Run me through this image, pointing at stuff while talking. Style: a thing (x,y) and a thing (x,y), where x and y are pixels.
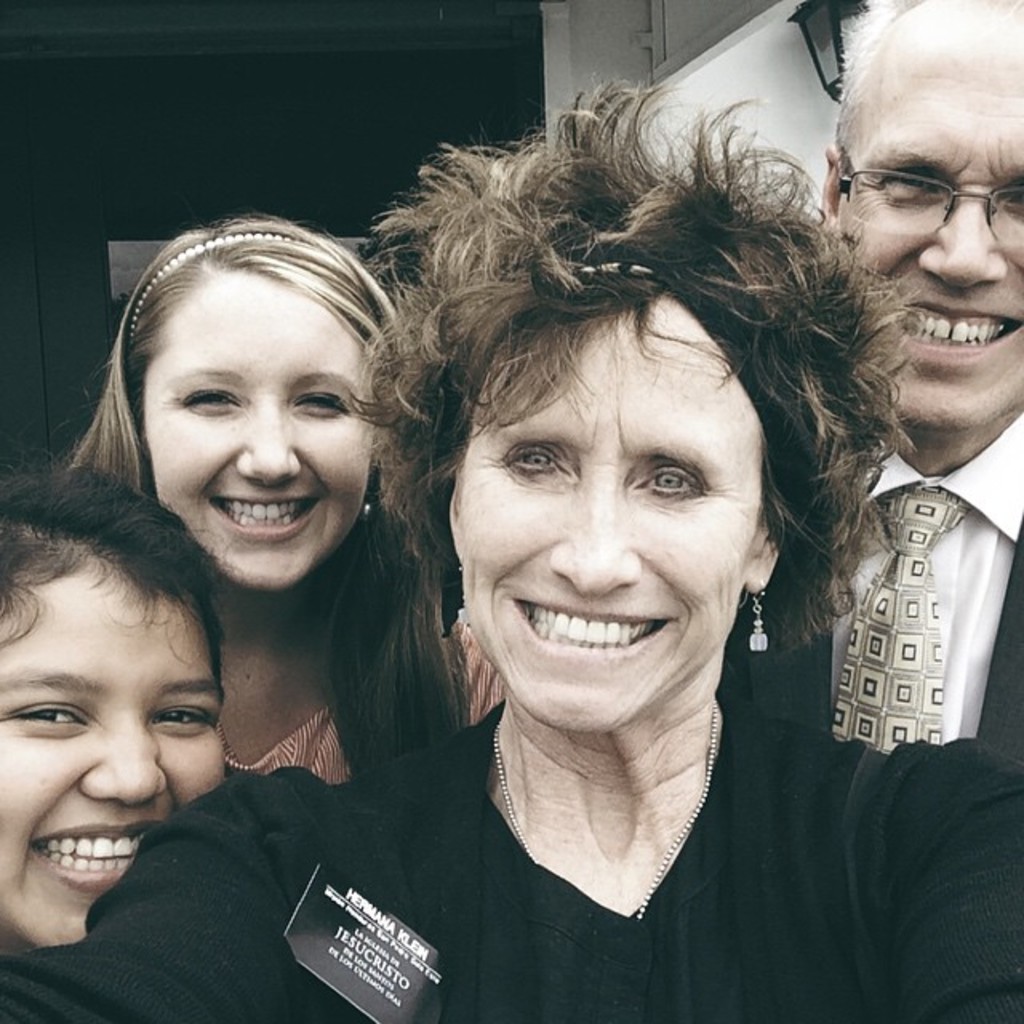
This picture we can see group of people (405,679), they are all smiling, on the right side of the image (914,419) we can see a man (928,366), he wore spectacles (853,201), in the background (815,44) we can see a light (834,49).
